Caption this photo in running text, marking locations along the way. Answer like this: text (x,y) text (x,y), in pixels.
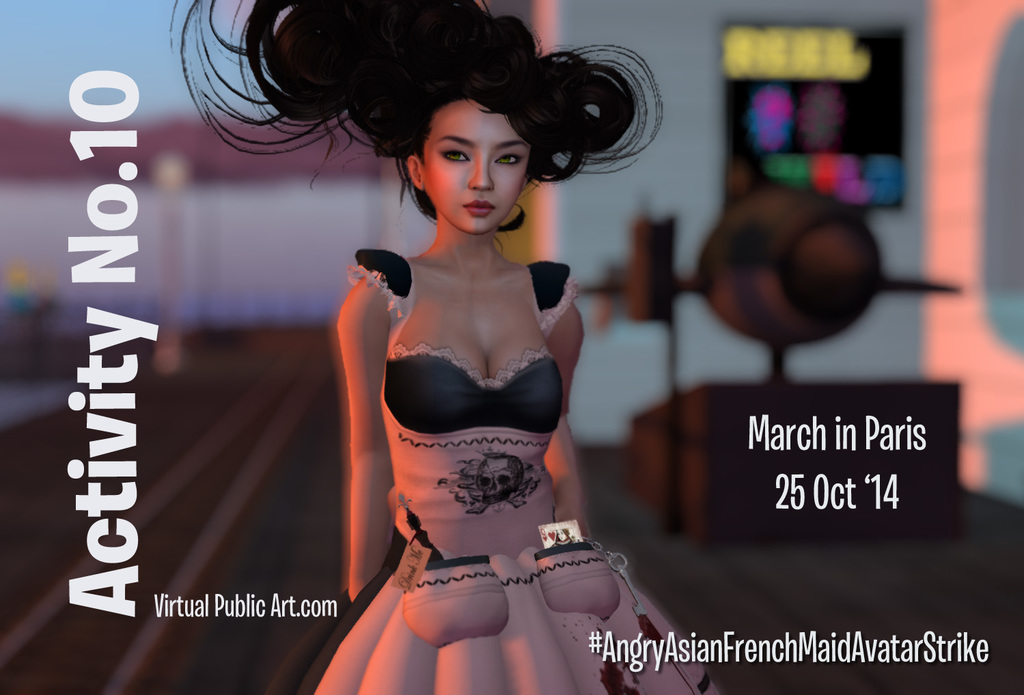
In-front of the image there is a woman (533,522) and watermark (128,443). In the background (613,397) it is blur. We can see board (814,135), wall (684,38) and objects (666,263).
